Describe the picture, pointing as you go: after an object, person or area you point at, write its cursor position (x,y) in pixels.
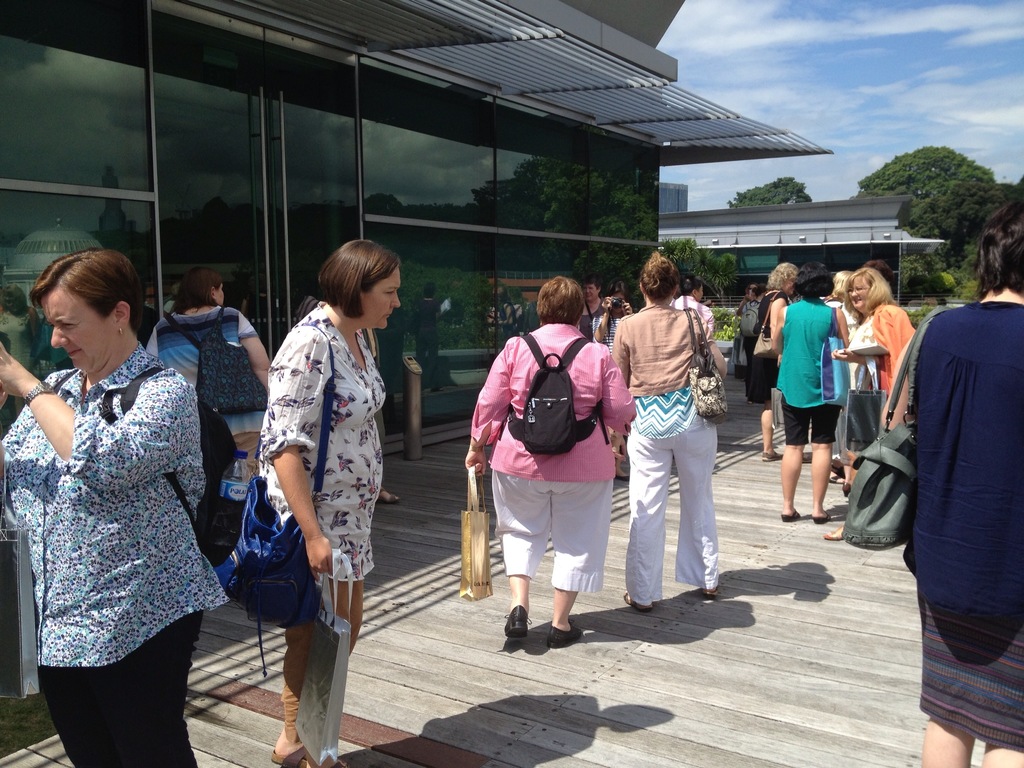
On the left side of the image (118,692) we can see a lady (116,291) wore a blue and black color dress (111,611) and she wore a backpack (177,487) and standing there. In the middle of the image (682,417) we can see some person (716,443) are walking and everyone is carrying bags (482,518) in their hands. On the right side of the image (1010,766) we can see some persons (961,427) and two people (823,330) are talking to each other. Here we can see some trees (927,174) and the sky (893,77).
